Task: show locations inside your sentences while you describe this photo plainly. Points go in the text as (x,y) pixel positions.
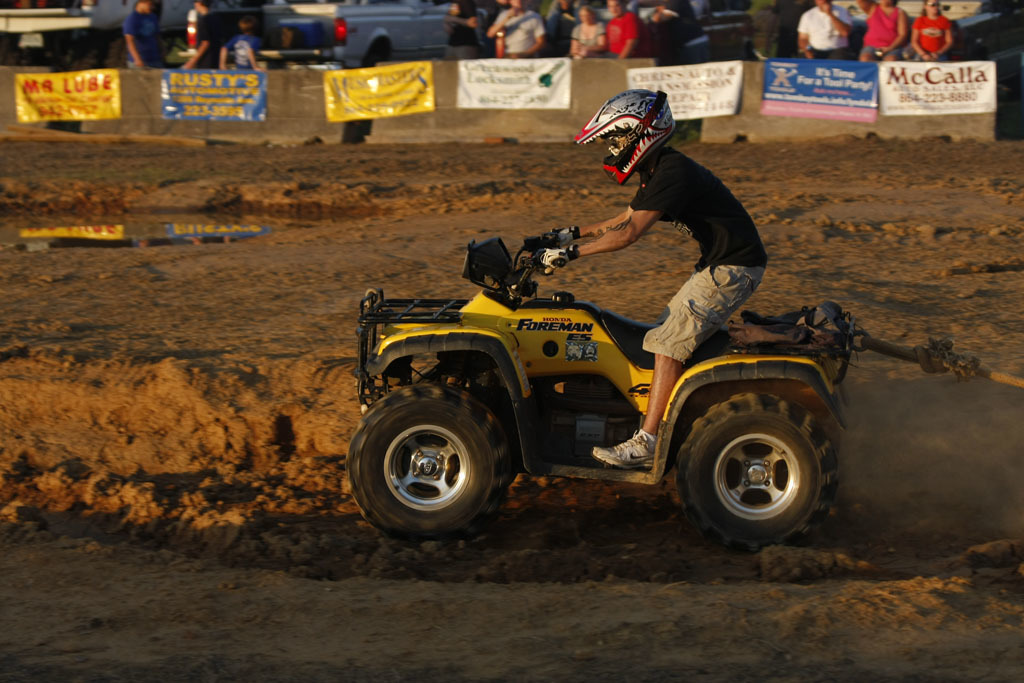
Here a man (613,166) is driving the vehicle (622,418) it is in yellow color, he wore a black color t-shirt (728,220).
